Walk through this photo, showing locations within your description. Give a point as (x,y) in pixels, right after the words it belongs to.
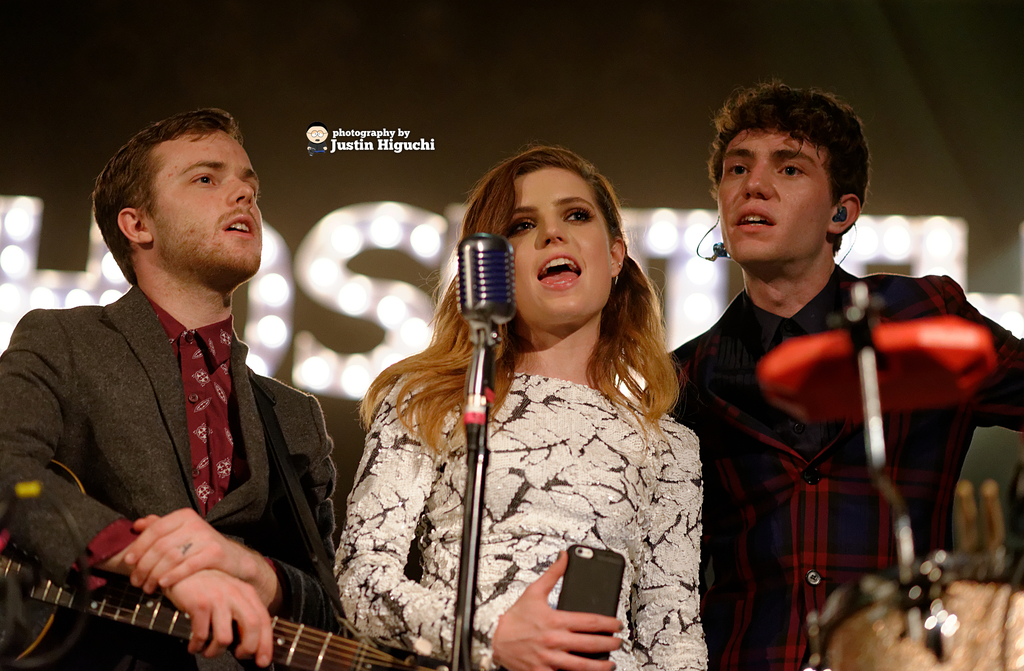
In this picture we can see three persons (656,422) standing in front of mike (501,296). She is singing on the mike (501,301). She hold a mobile (586,591) with her hand (533,603). And he is holding a guitar (282,637).
